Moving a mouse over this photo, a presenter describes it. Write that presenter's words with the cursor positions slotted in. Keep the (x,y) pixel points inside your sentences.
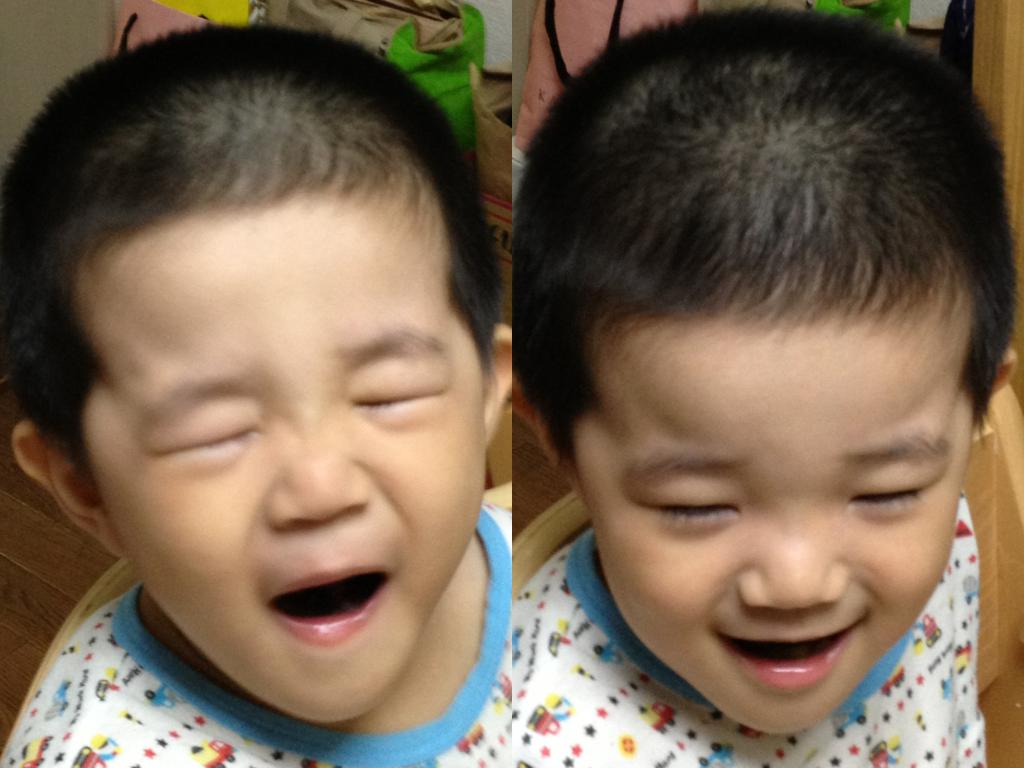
In this picture we can see collage of two images, in these pictures we can see a kid (421,437) is sitting on a chair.
